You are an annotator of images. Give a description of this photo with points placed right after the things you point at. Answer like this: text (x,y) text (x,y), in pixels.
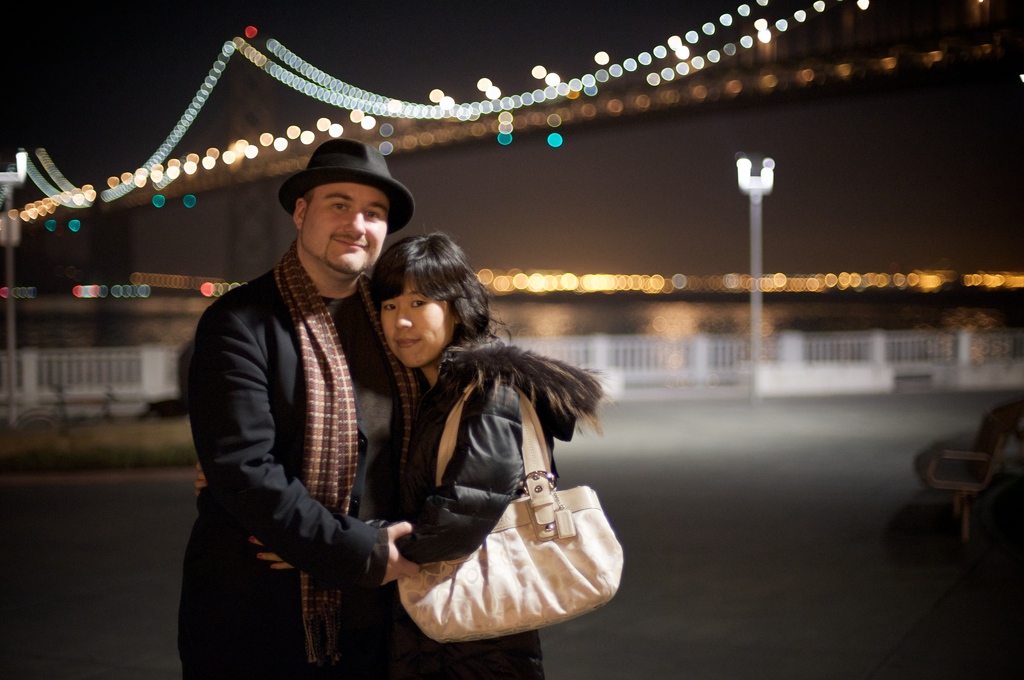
In this image, we can see people (351,390) standing and one of them is wearing a scarf (326,376) and a hat (315,182) and the other is wearing a coat (489,401) and a bag (494,545). In the background (547,81), there are lights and we can see a pole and a fence (764,352). At the bottom (959,485), there is a chair (961,471) on the ground (680,608).
